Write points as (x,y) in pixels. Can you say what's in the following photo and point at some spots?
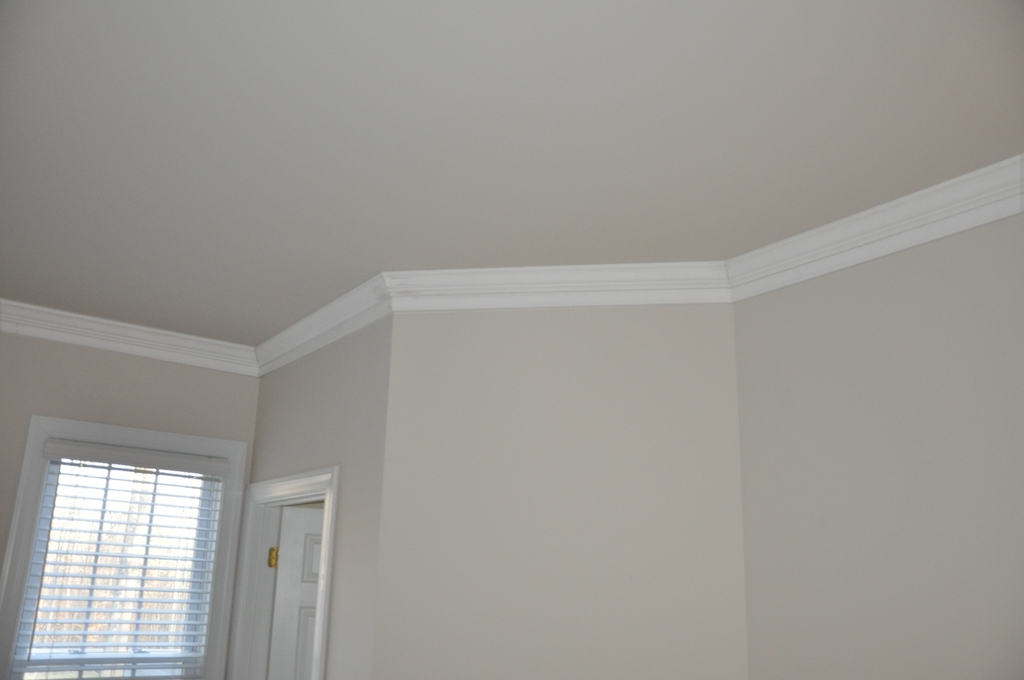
This is the picture of a room (144,495) where we have a window (162,559) and a door (282,608) in white color.
